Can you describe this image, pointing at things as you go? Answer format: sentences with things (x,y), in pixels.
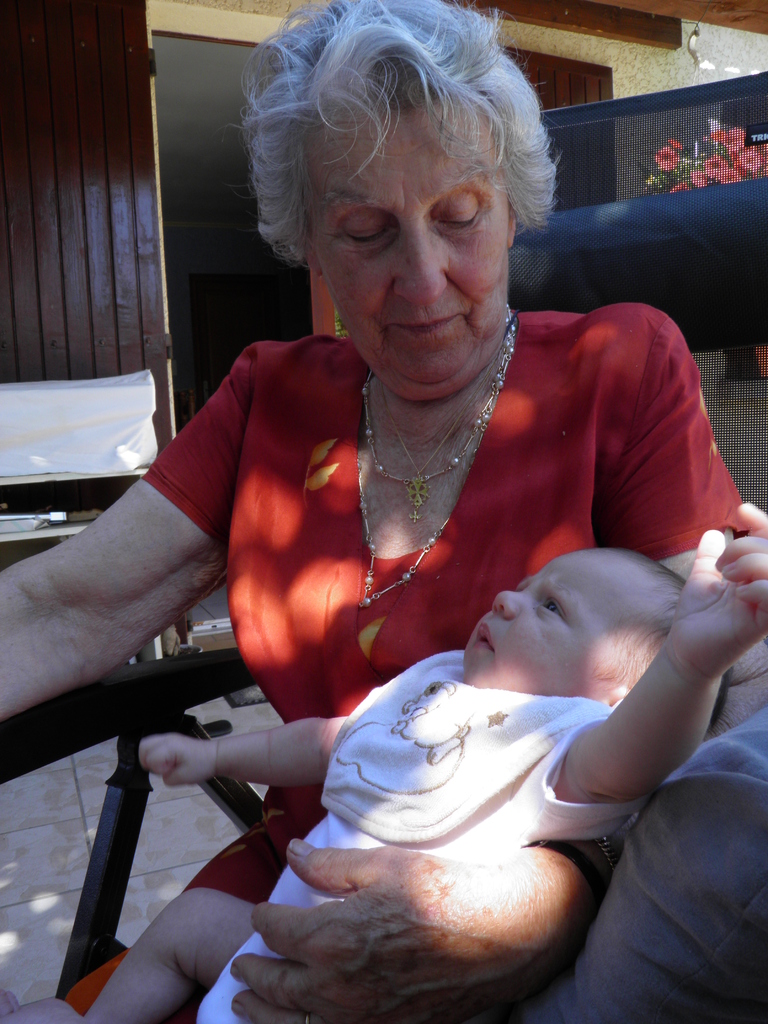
In this picture I can see a woman (128,605) seated and she is holding a baby (95,1008) in her hand (465,934) and I can see plant (709,179) with flowers (706,170) and looks like a door (525,52) in the back (692,175).
